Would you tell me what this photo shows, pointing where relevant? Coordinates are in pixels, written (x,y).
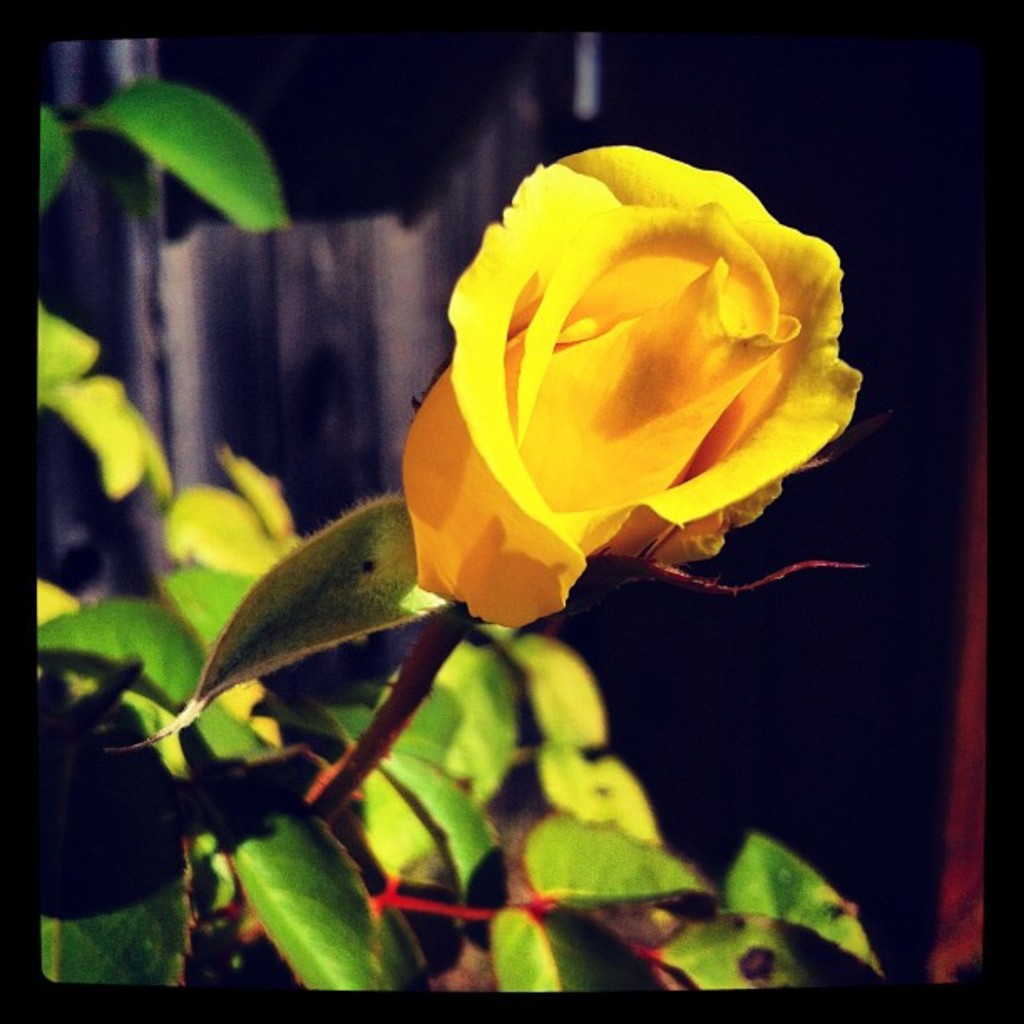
Here in this picture we can see a yellow colored rose flower (487,398) present on a plant (221,556).
